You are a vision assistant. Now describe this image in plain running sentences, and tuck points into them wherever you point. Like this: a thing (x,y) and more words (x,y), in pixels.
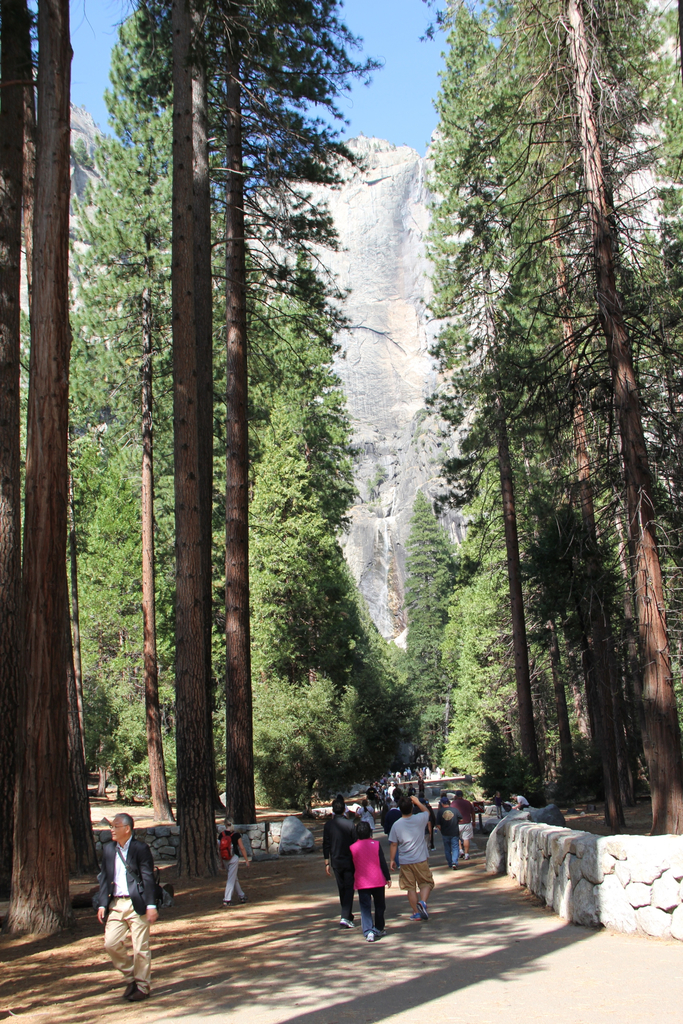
In this image I can see there are few persons (337,868) walking on the road (243,1014) and I can see trees (519,388) and I can see the hill (368,270) and at the top (396,97) I can see sky (396,85) and I can see stones (599,845) on the right side (634,849).
